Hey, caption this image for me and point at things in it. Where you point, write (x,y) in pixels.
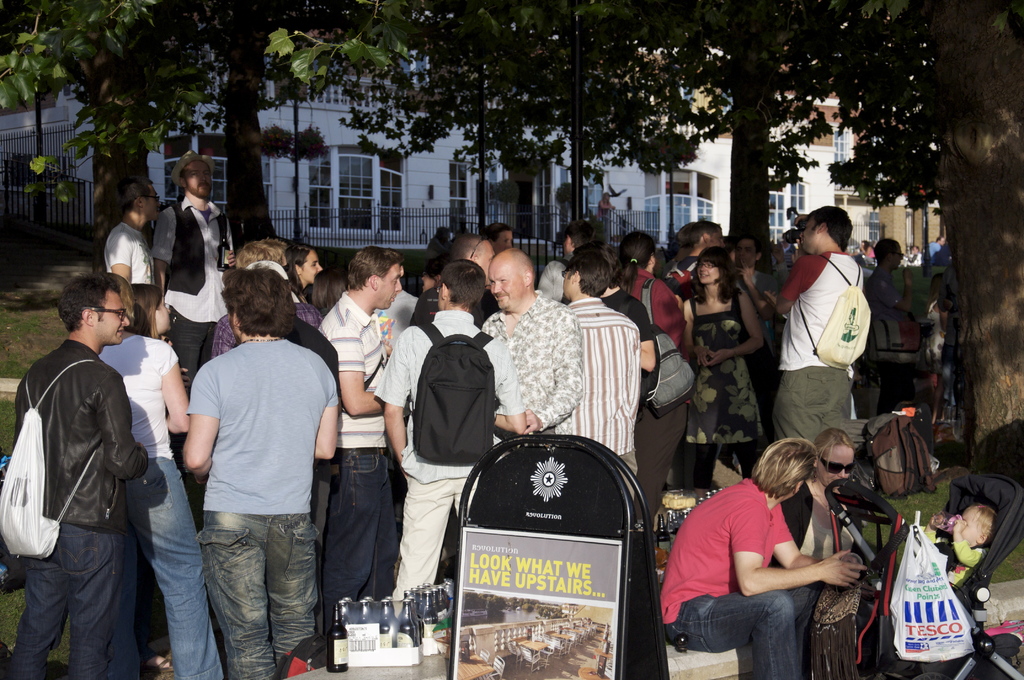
In this image we can see a group of people (547,395) standing on the ground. We can also see some bottles (396,613) on the surface (400,667), a board (479,621) with some text (585,567) and pictures (544,616) on it, a bag (903,487) and some grass (952,447). On the right side (775,563) we can see a man (838,564) and a woman (835,548) sitting beside a trolley (889,615) with a baby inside it and a cover (897,649) hanged to it. On the backside (653,217) we can see a building (644,208) with windows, a fence (315,233), the bark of the trees (526,166) and a group of trees (597,117).
